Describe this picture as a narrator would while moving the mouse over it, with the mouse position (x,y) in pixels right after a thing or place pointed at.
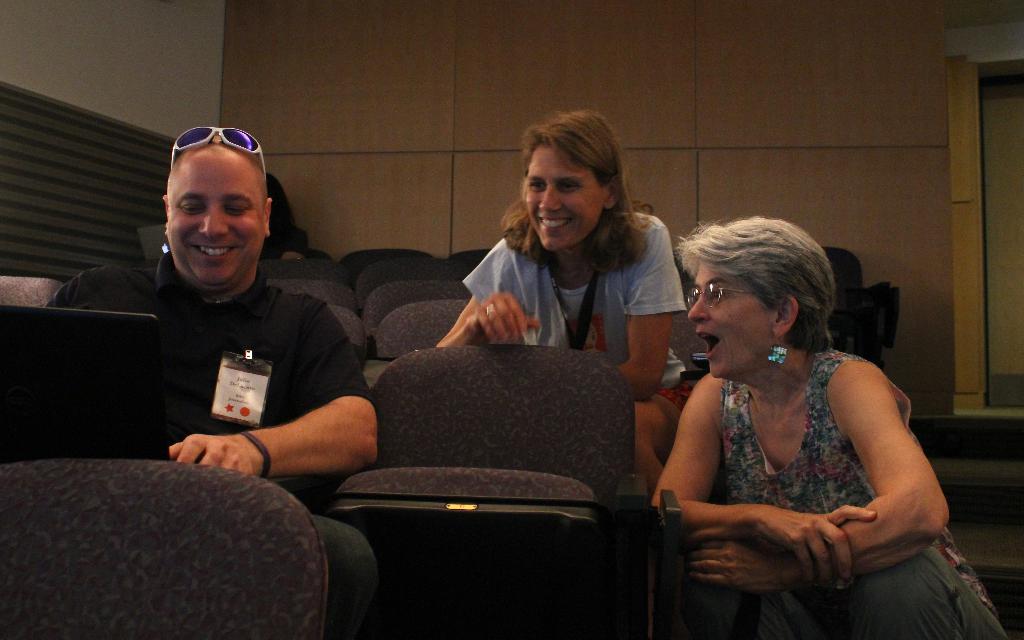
In this image we can see people (681,494) sitting. There are chairs (411,487). In the background of the image (524,124) there is wall (745,139). To the right side of the image (1006,258) there is a door (1015,131).
